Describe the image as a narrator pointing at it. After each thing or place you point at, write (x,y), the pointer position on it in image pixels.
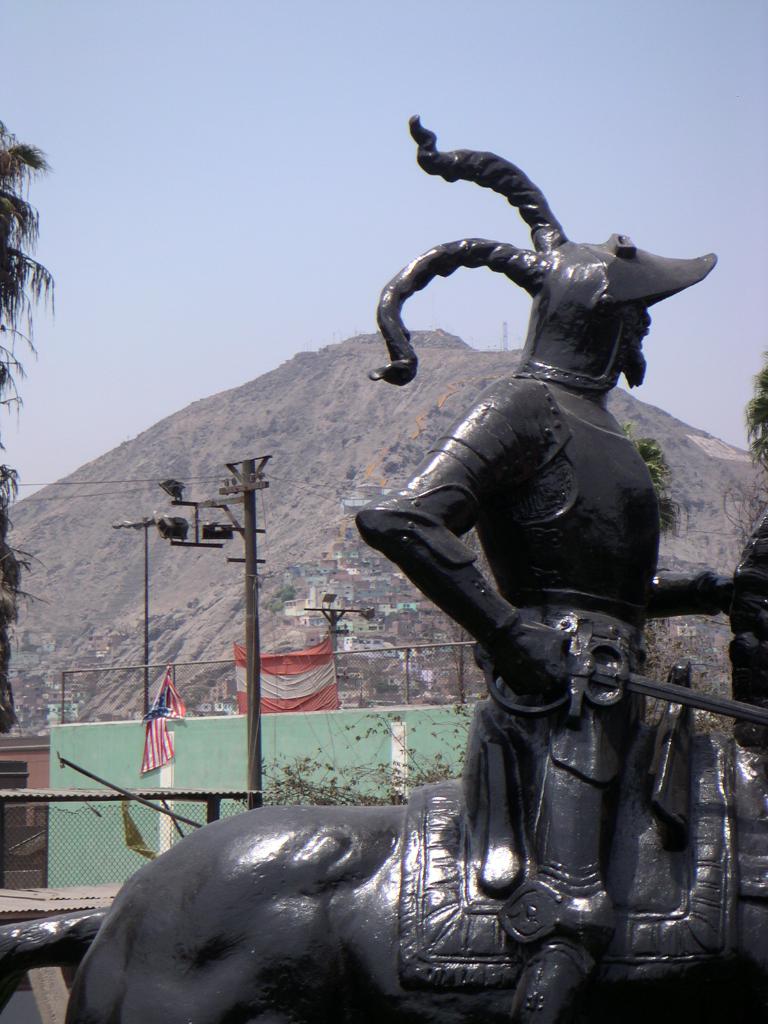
In this given image, We can see a sculpture statue (614,611) of a person (548,815) sitting on a horse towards the left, We can see a tree (29,208) in middle (256,532), We can see an electrical iron pole (252,625) which include the wires (208,485), lights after that, We can see a mountain (746,455), tree (756,420).
